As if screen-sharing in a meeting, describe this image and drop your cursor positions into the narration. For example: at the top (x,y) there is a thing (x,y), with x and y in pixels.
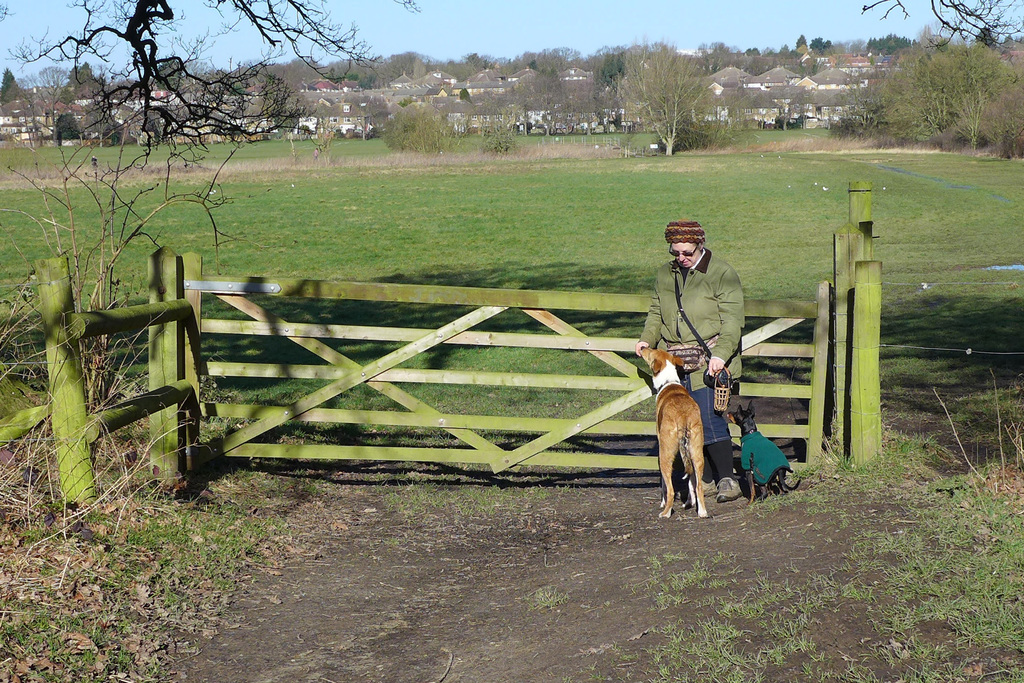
In this image I can see a person (691,303) wearing green jacket (714,299), blue jeans (711,432) is standing and holding few objects (725,371) in his hand (711,365). I can see a dog (678,387) which is brown and white in color and another dog (739,411) which is black in color are standing on the ground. I can see the wooden fencing (504,382), some grass (382,324) and few trees (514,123). In the background (915,96) I can see few buildings (765,91), few trees (540,76) and the sky (520,34).
